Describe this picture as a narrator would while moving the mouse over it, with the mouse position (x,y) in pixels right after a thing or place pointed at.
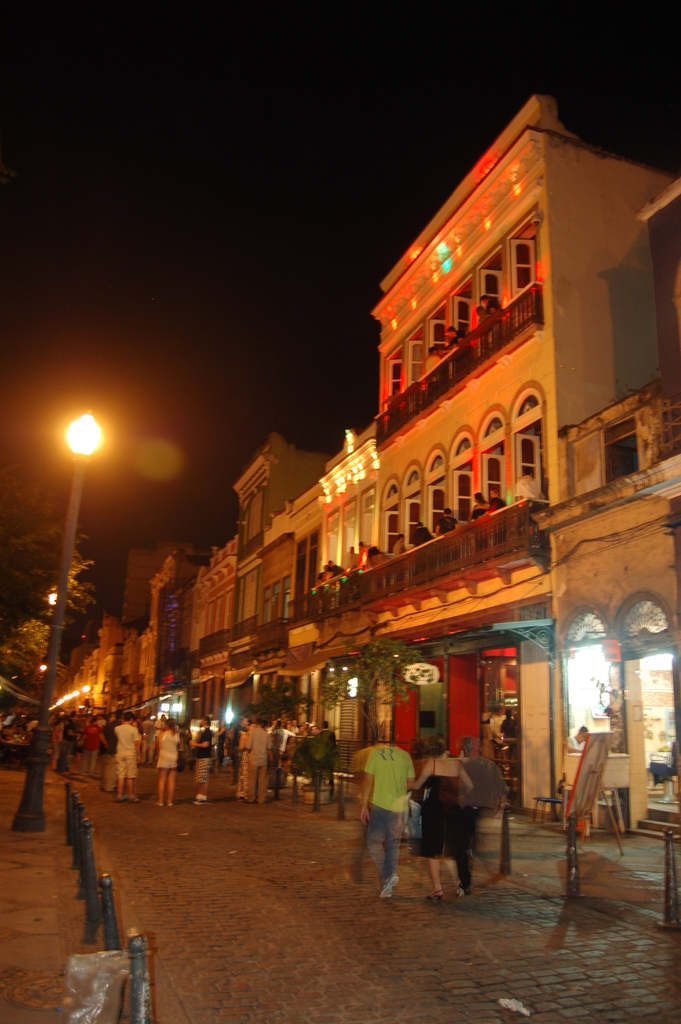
On the right side of the image (615,584) we can see buildings (536,663), lights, tree (370,681), chairs (536,799) and persons (402,805). On the left side (107,913) there is a street light (45,733), poles (73,804), trees (9,548) and a group of persons (173,750). In the background (227,194) there is a sky (137,236) and buildings (135,604).
